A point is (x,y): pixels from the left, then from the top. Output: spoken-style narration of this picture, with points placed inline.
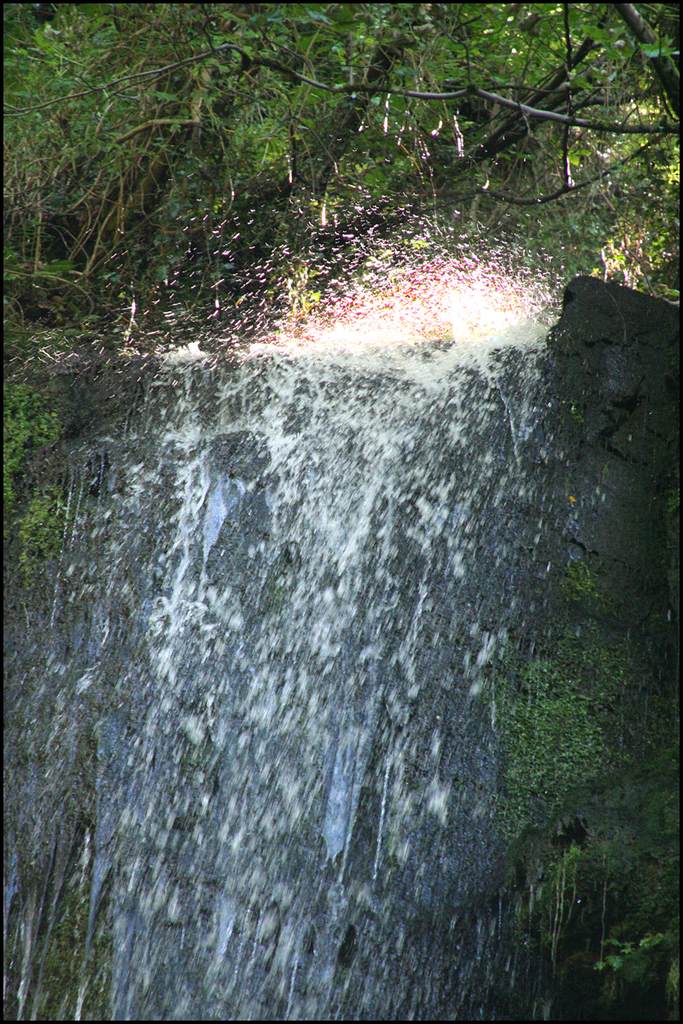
In this image I can see the waterfall (388,579). In the background (474,251) I can see few trees (334,111) in green color.
